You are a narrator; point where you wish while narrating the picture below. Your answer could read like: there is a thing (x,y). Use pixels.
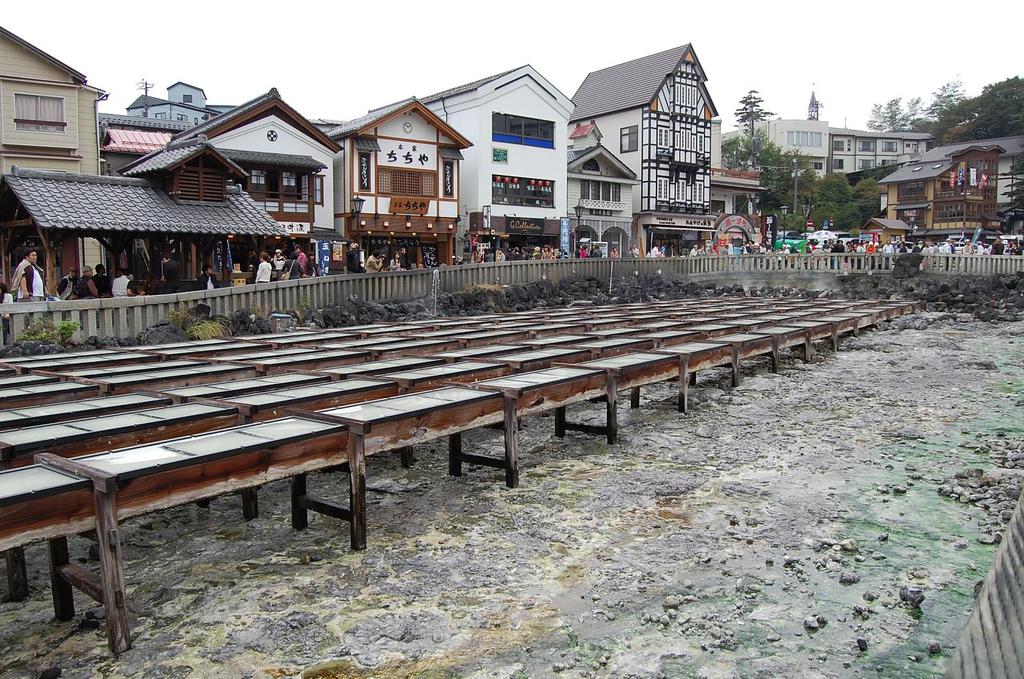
In this picture we can see stones (741,586) and tables (540,394) on the ground (622,570), fence (503,274), trees (728,157) and a group of people (7,288) and in the background (189,185) we can see buildings (187,168) with windows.
